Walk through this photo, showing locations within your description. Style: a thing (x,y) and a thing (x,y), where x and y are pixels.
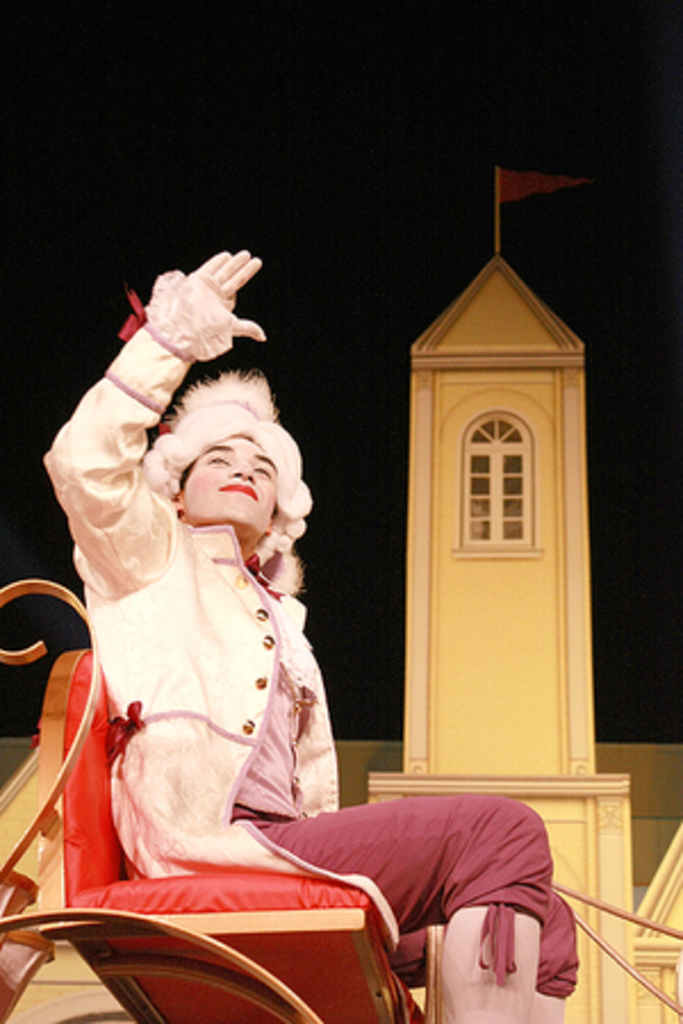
In this image there is a person (220,760) sitting on the chair (184,914). At the back side (484,665) there is a tower (494,389) and on top of it there is a flag (519,185).
